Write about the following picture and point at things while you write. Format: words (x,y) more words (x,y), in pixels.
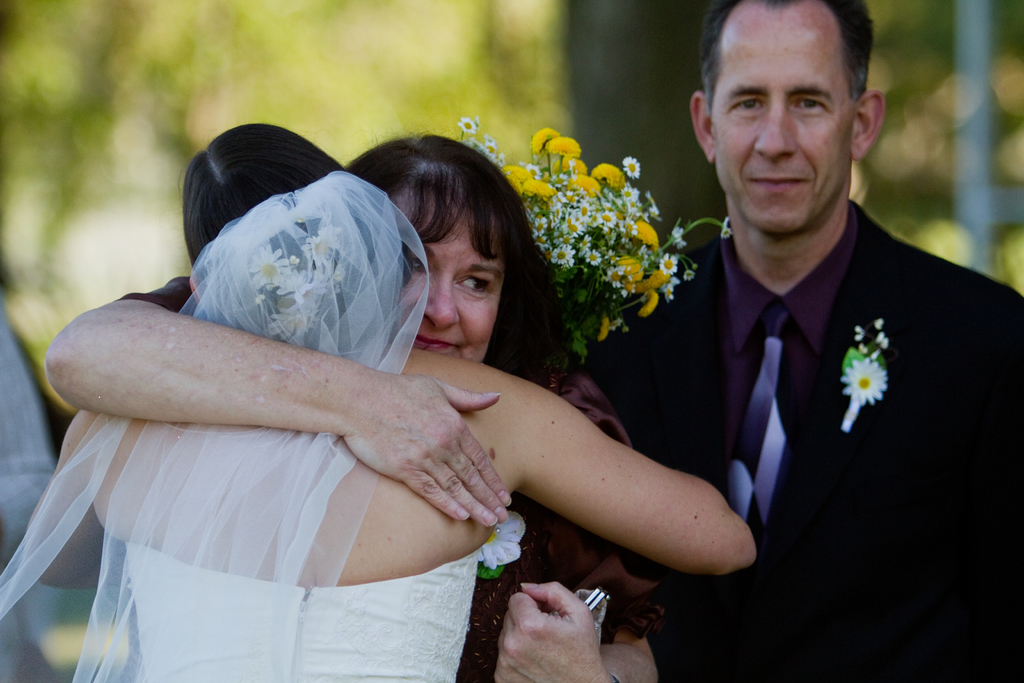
In this image we can see a woman (399,314) wearing white dress (451,625) is hugging another woman (470,279). Here we can see the flower bouquet (627,245) a person (648,325) wearing black blazer (988,314), tie (758,391) and shirt (801,362) is standing here. The background of the image (4,133) is blurred.
